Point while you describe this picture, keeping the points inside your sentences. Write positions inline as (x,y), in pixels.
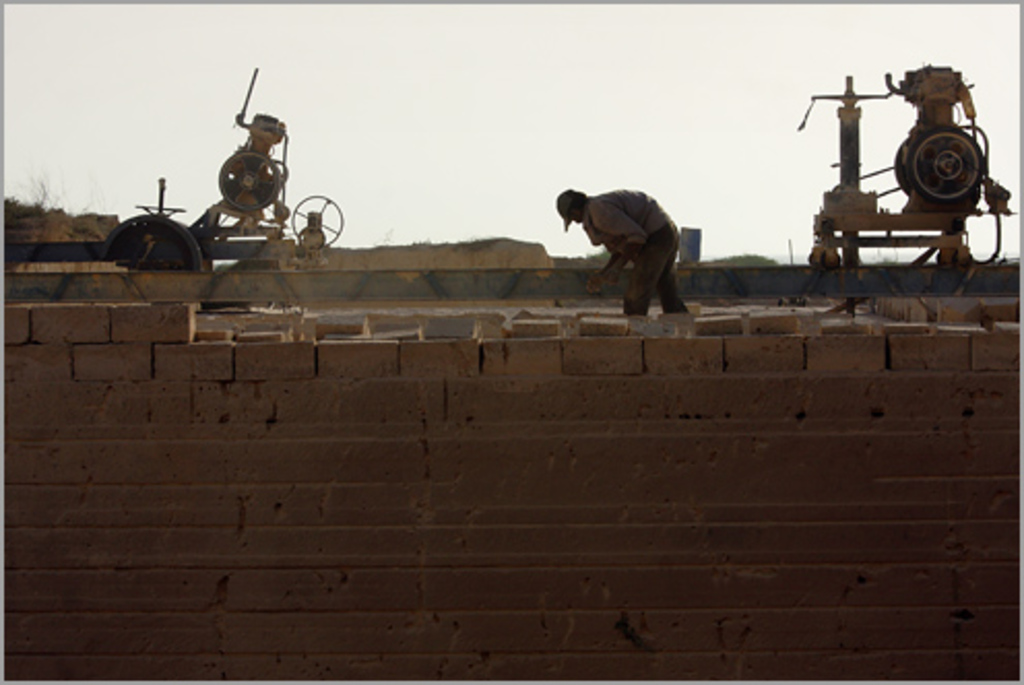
In this image there is a wall (1013,364) on that wall (1010,347) there are two machines (845,233) and there is a man (627,254).
